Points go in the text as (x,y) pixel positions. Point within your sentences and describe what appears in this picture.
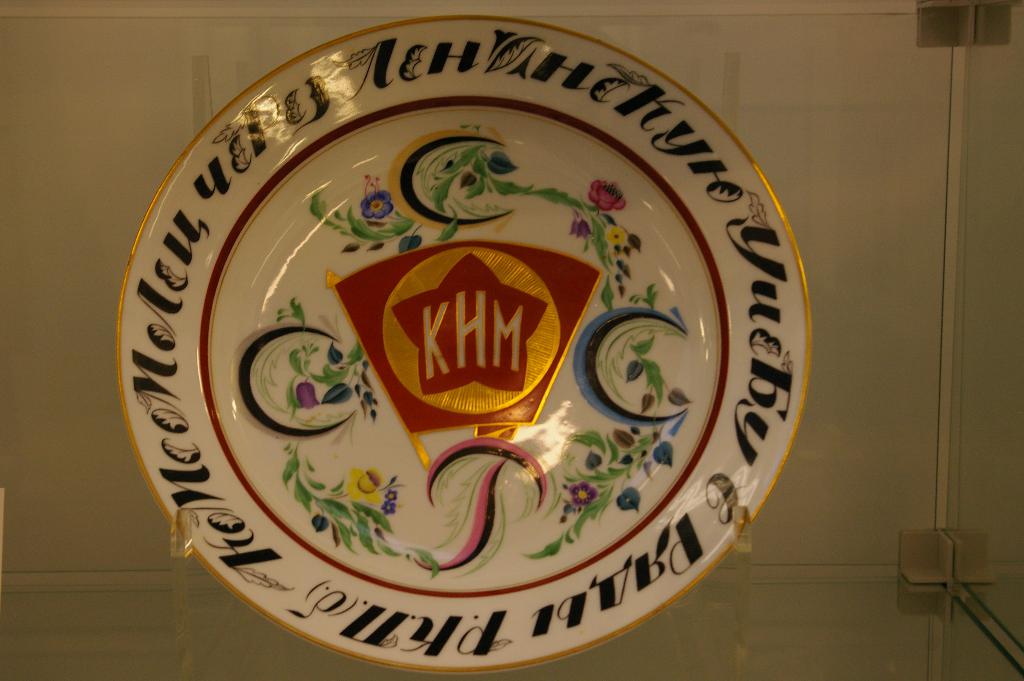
In this picture we can see a glass rack (608,679). We can see a designed plate (383,67) with some text (538,468) and painting (514,446). It is placed on a stand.
